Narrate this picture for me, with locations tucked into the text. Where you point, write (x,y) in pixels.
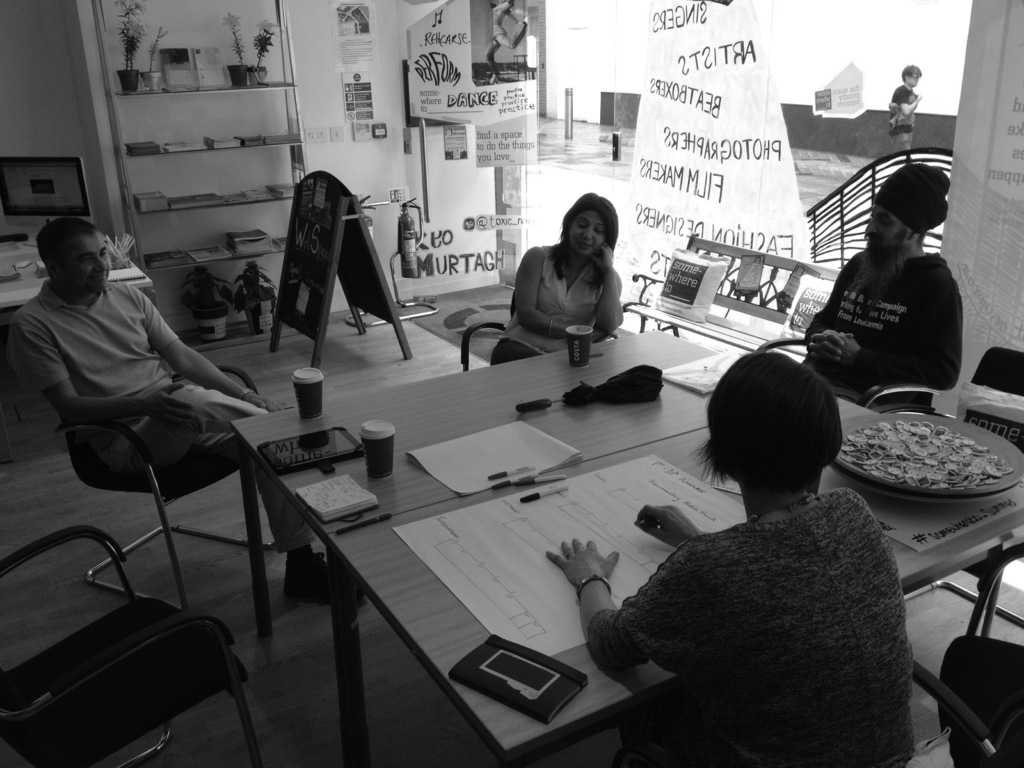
This picture is clicked inside a room (385,339). There are four people (562,331) sitting on chairs (1001,681) at the table (404,491). On the table (410,484) there is a chart (514,539), umbrella (588,391), cups (584,348), book (353,502), pen (367,523) and tablet (337,435). In the background (391,233) there is wall (388,95). There is rack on the wall (324,77) and things (177,150) and house plants (125,80) are placed in it. At the left corner (69,160) there is monitor (71,175) on the table (28,246). There are charts (448,105) sticked on the wall (412,168). In front of the wall (398,177) there is a board (360,255) and a fire extinguisher (411,251). There is also a glass wall (594,60) and a banner (700,99) is hanging from outside. Behind the glass wall (809,110) there is person (901,105) walking.
